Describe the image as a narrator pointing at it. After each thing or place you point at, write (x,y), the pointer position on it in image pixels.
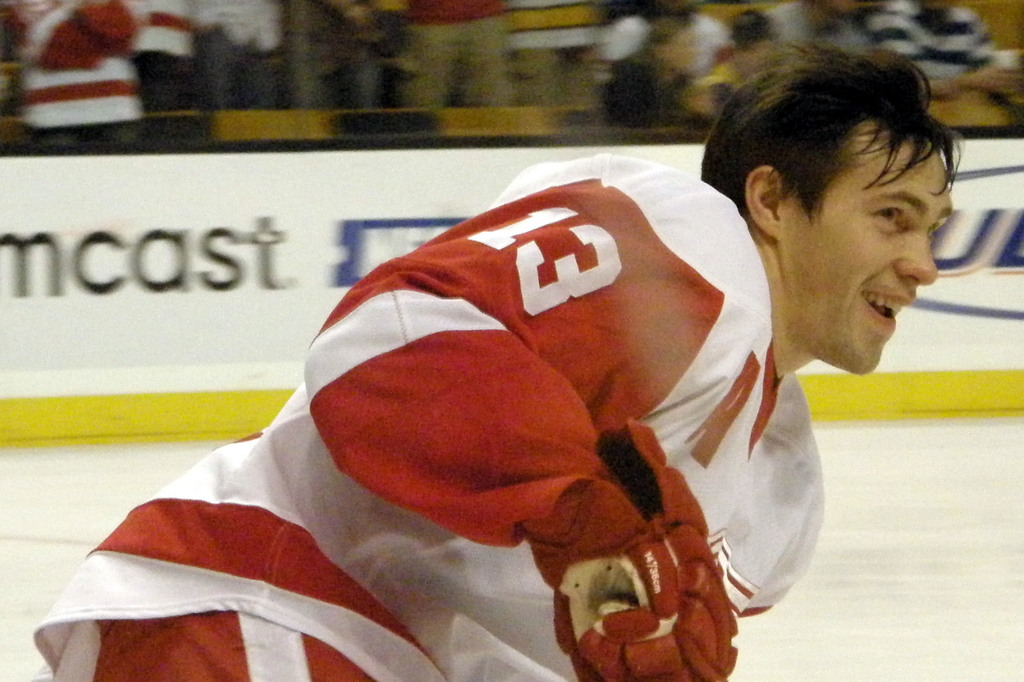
In the image there is a player (608,282), he is smiling and there is a banner (984,154) behind the player (379,270) and the background of the banner (11,309) is blurry.
